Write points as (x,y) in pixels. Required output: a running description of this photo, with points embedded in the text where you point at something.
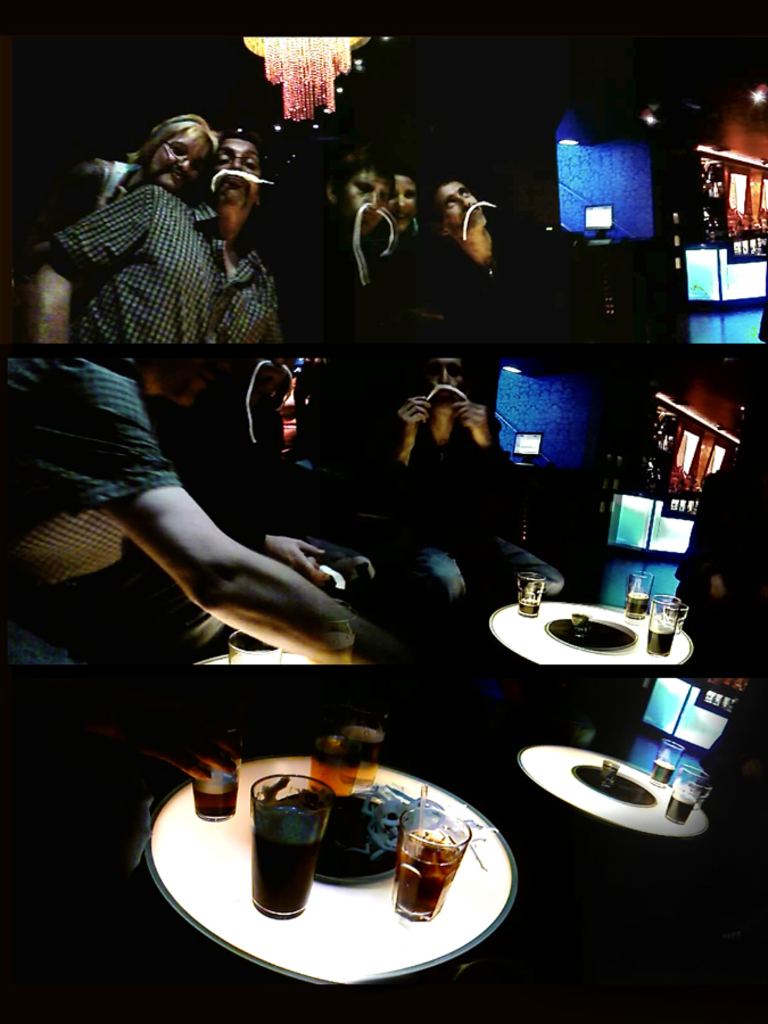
This is a collage picture where there are group of people (207,381) standing, chandelier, lights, stall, monitor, wall (627,201), glasses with drinks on the tables (562,603).
